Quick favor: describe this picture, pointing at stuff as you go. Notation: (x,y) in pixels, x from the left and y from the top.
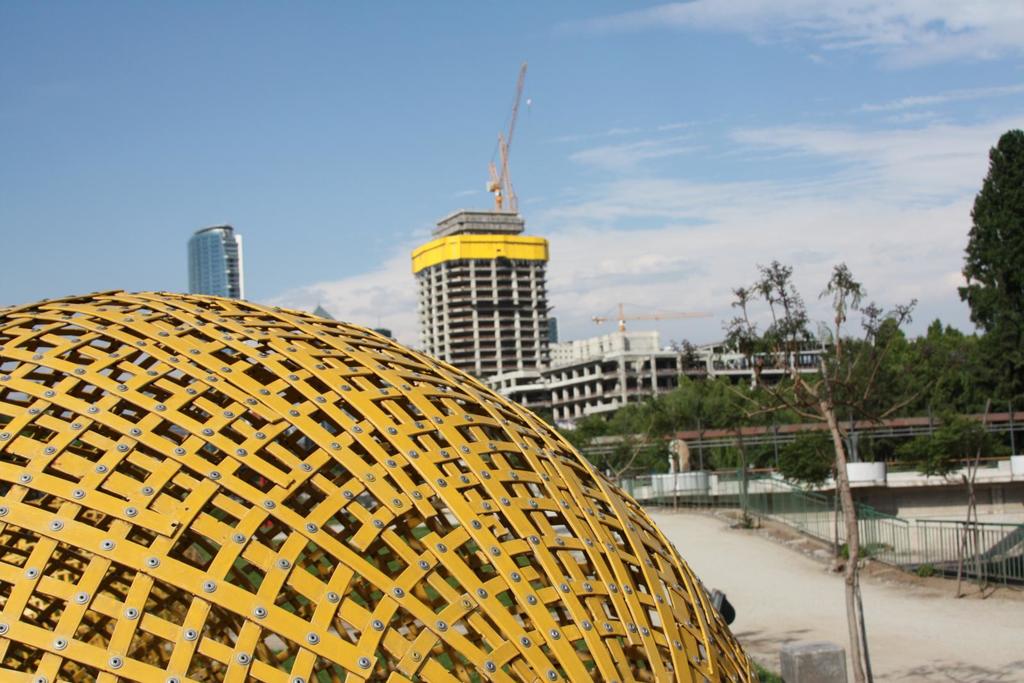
In this image I can see a fence (173,410) in the middle (594,441) I can see road (810,594) and trees (996,275) and building (627,374), at the top I can see the sky (592,101).
